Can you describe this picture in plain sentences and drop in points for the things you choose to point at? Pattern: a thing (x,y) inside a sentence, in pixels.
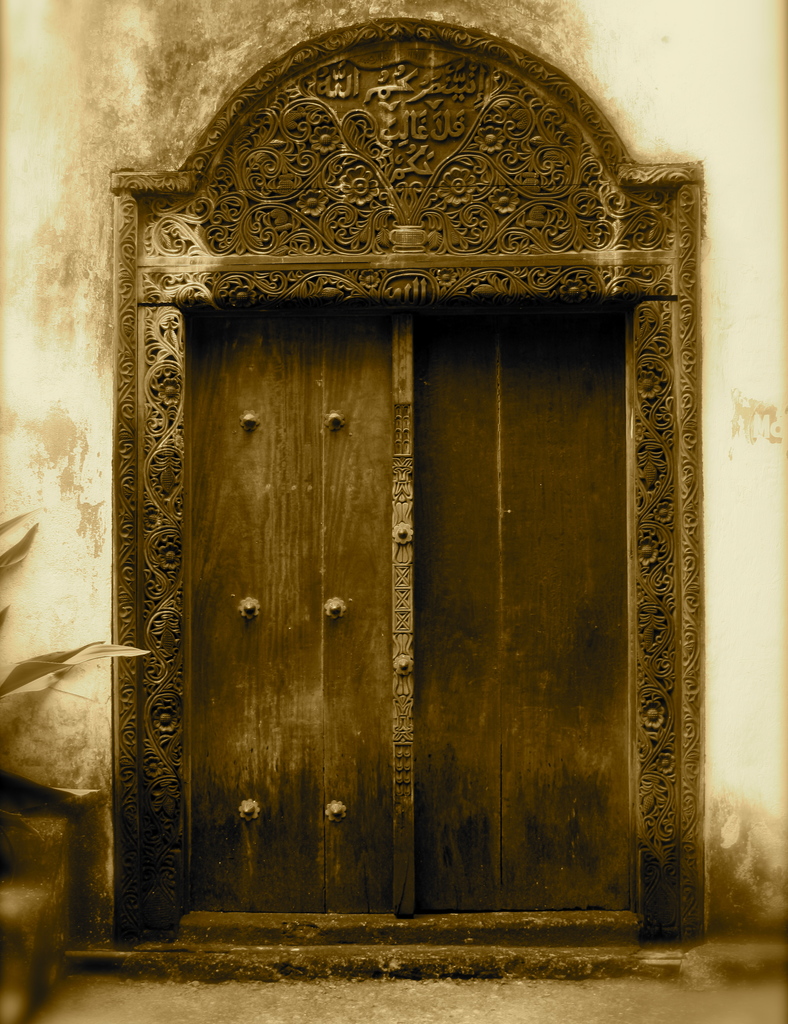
In this image we can see a wall (64,612) with the door (526,532) and there is a design (421,183) around the door (376,746). Left side, it looks like a plant (63,659).
